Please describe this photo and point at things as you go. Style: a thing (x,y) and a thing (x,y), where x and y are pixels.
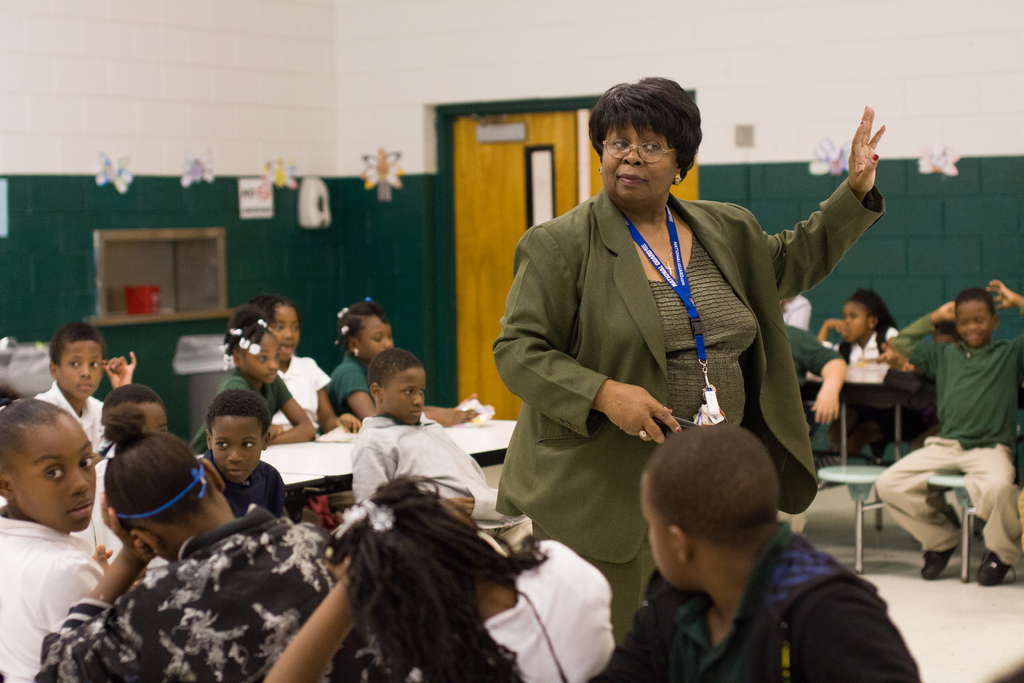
In this image we can see a lady (660,384) standing. She is wearing a jacket (764,333). At the bottom (236,561) there are children (209,469) sitting and we can see tables (478,458) and chairs (840,482). In the background (749,47) there is a wall (144,209) and we can see decors (373,187) placed on the wall (960,186). There is a door (480,187).
